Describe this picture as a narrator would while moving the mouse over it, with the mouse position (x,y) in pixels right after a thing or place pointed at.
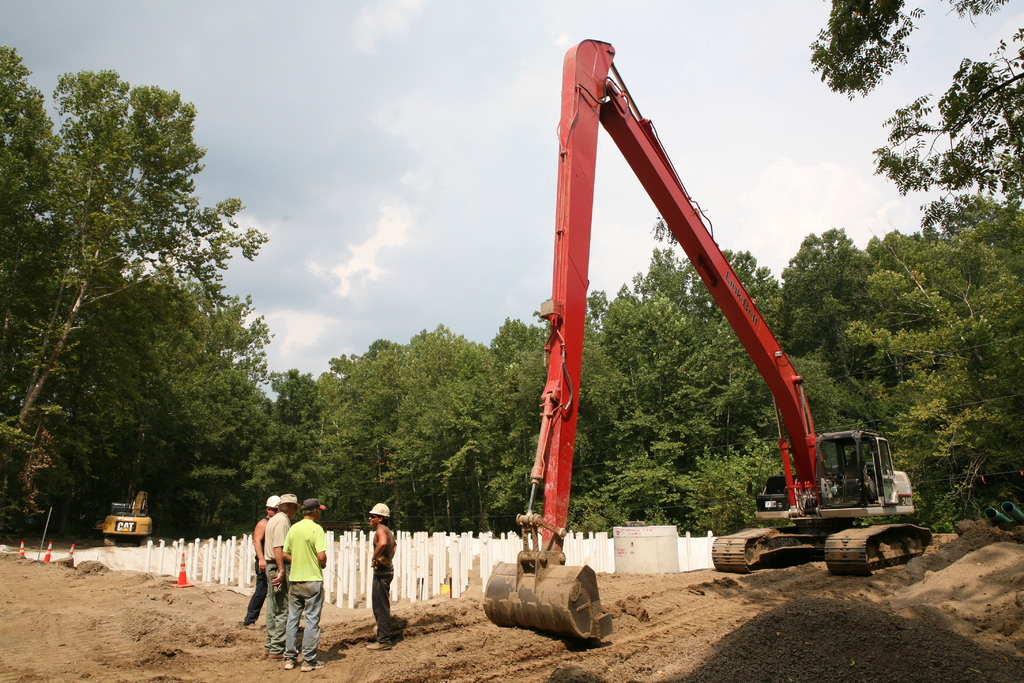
In this image we can see the cranes (551,611) on the ground (605,600), there are some traffic cones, people (301,608), poles (406,567) and trees (408,465), in the background (528,188), we can see the sky (512,201) with clouds (522,216).
